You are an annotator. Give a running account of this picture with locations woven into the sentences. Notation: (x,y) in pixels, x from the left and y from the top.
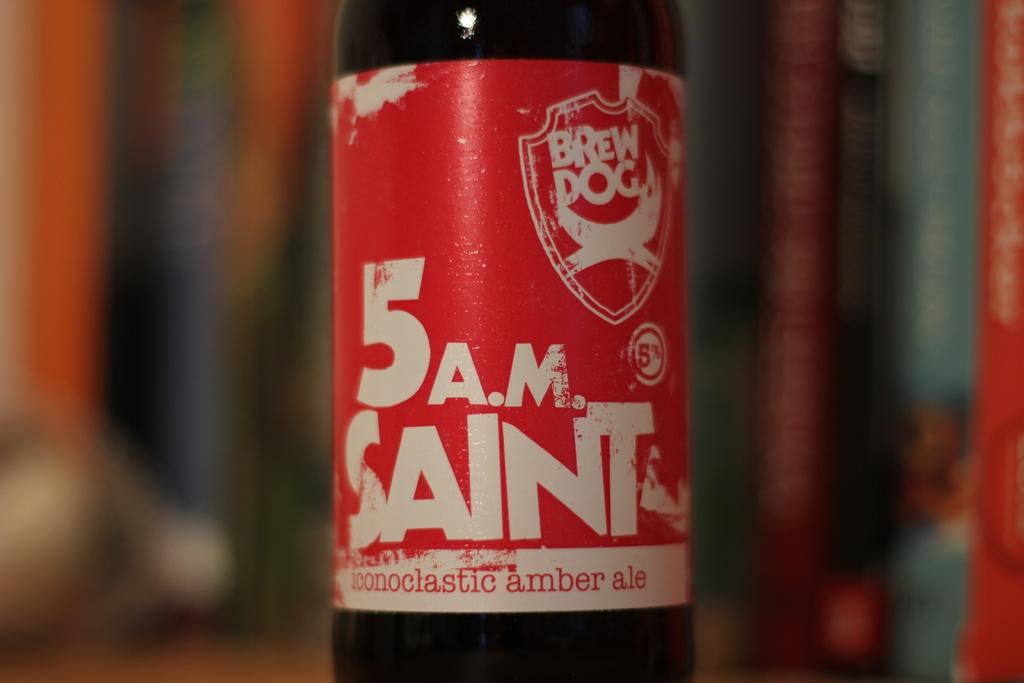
In this image we can see red color label (421,497) on the bottle (430,67) and some text (524,455) written on it. We can see the background (744,484) is blurry.
